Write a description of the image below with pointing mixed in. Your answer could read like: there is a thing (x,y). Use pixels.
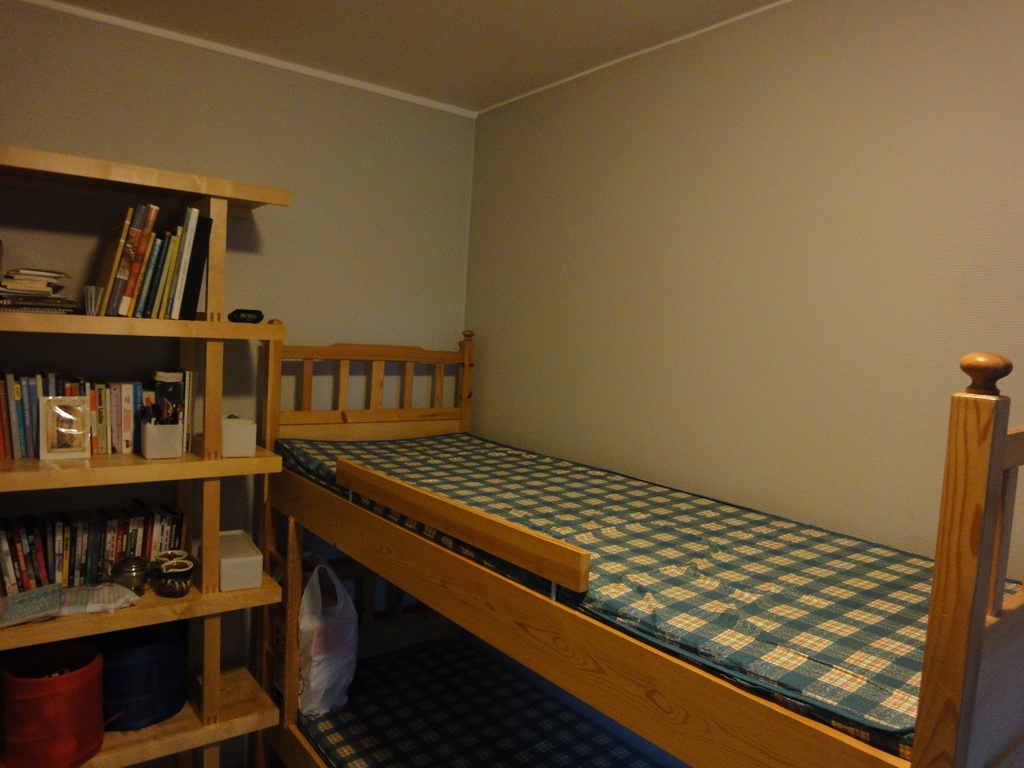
In this image I can see a bed (645,581) with blue color. To the left (221,410) there is a cupboard (221,457). Inside the cupboard (163,479) there are many books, cups (161,578) and baskets (98,664). At the down there is a another bed (408,669) and a cover (343,649) on it. In the back (490,226) there's a wall (391,224).
